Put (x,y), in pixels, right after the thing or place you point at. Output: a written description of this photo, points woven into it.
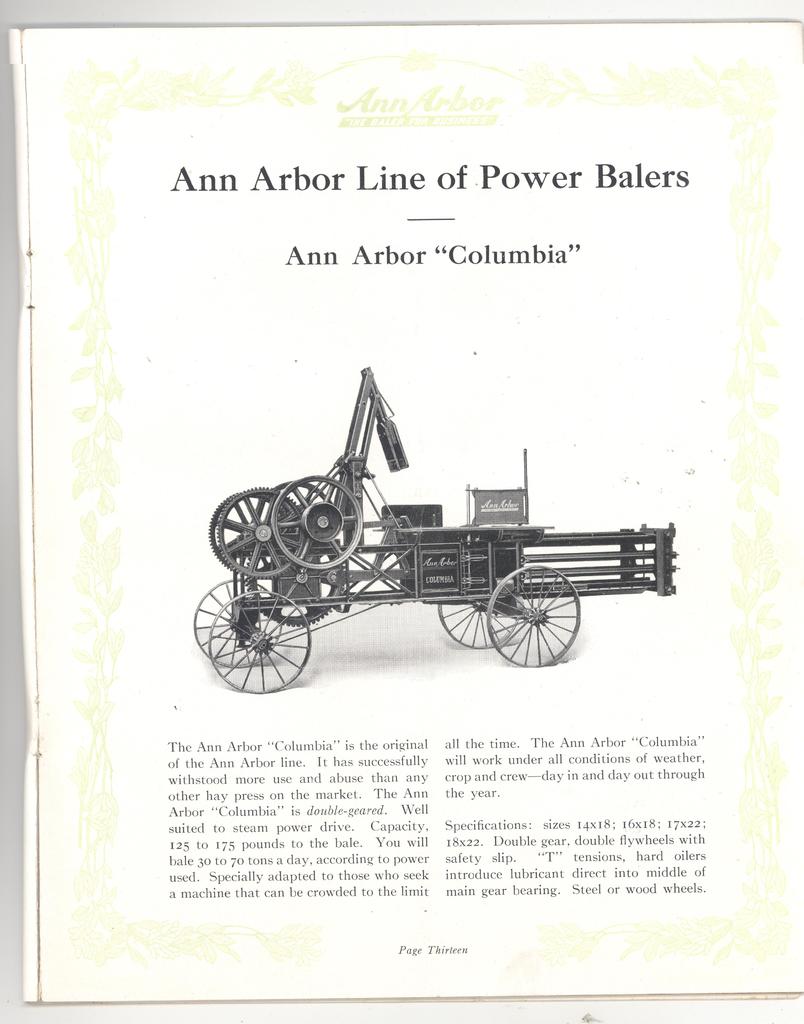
This is a picture of a paper (269,178). We can see there is something written with black letters (660,851). This picture is mainly highlighted with a wagon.
